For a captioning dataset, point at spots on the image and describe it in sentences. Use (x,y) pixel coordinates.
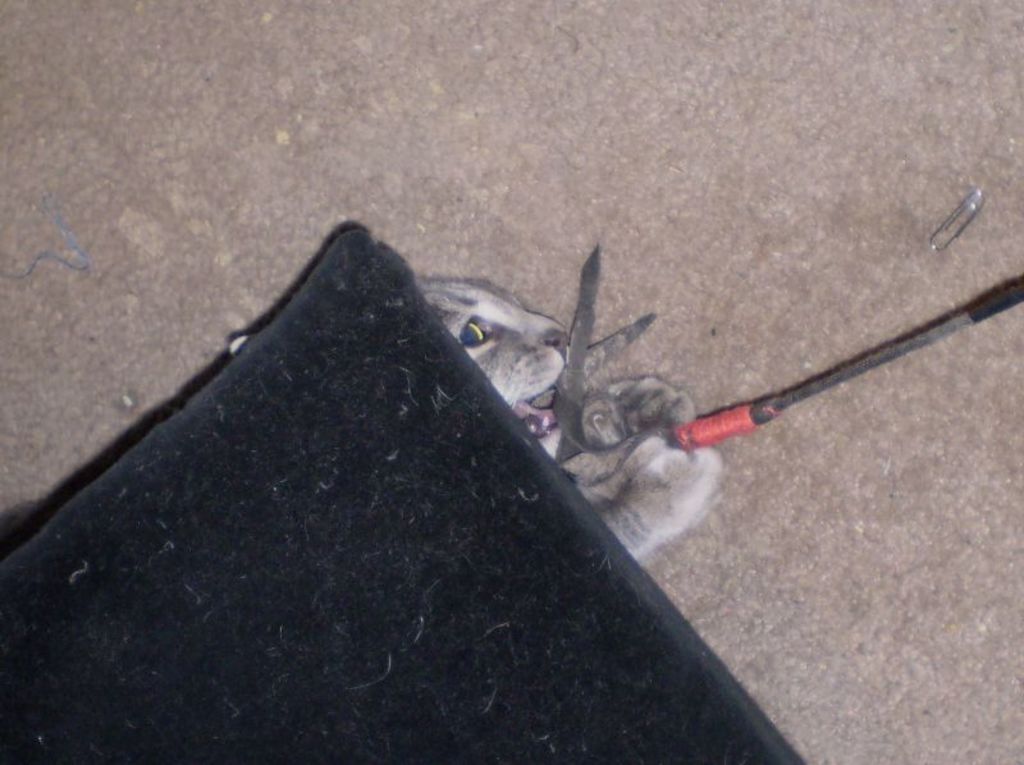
This image consists of a cat (634,526) in the middle (599,399). There are toy strips (598,253) in the middle (602,348). There is some wire (821,386) which is in black color.
